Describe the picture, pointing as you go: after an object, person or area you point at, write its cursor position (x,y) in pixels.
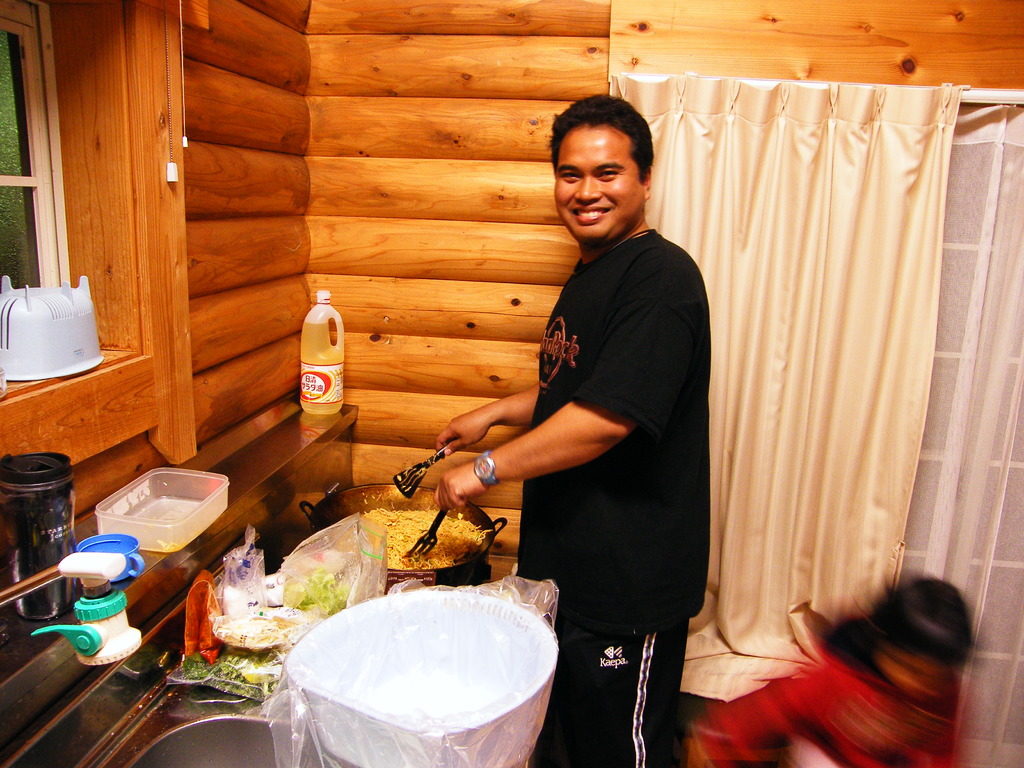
This image consists of a man (598,563) wearing a black dress (596,529). It looks like it is clicked in the kitchen (464,615). On the left (151,722), we can see a pan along with sink (193,720). In the back (305,405), we can see a oil can (326,348). On the right (939,305), there are curtains (961,555). And we can see a child (784,730) wearing a red dress (839,730).
